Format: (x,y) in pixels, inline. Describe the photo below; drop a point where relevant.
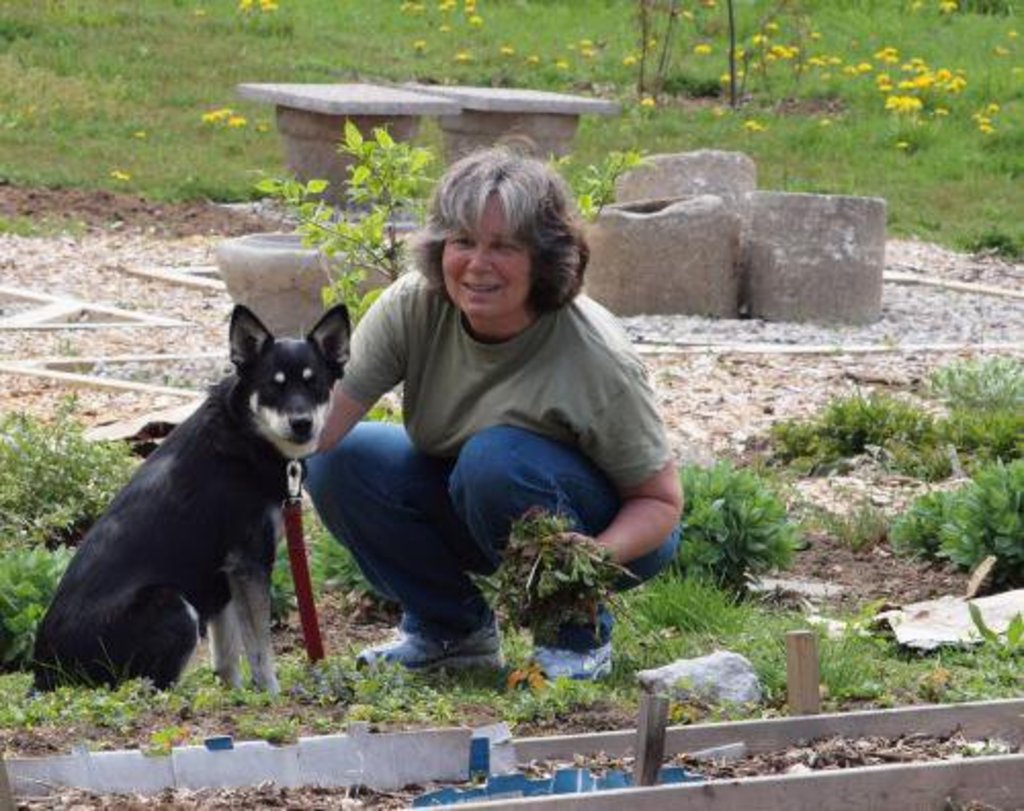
In this image we can see a person (489,472) holding something in the hand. There is a dog (283,512) with a belt (301,566). On the ground (90,432) there are plants (691,508). Also there are stones (719,225).
